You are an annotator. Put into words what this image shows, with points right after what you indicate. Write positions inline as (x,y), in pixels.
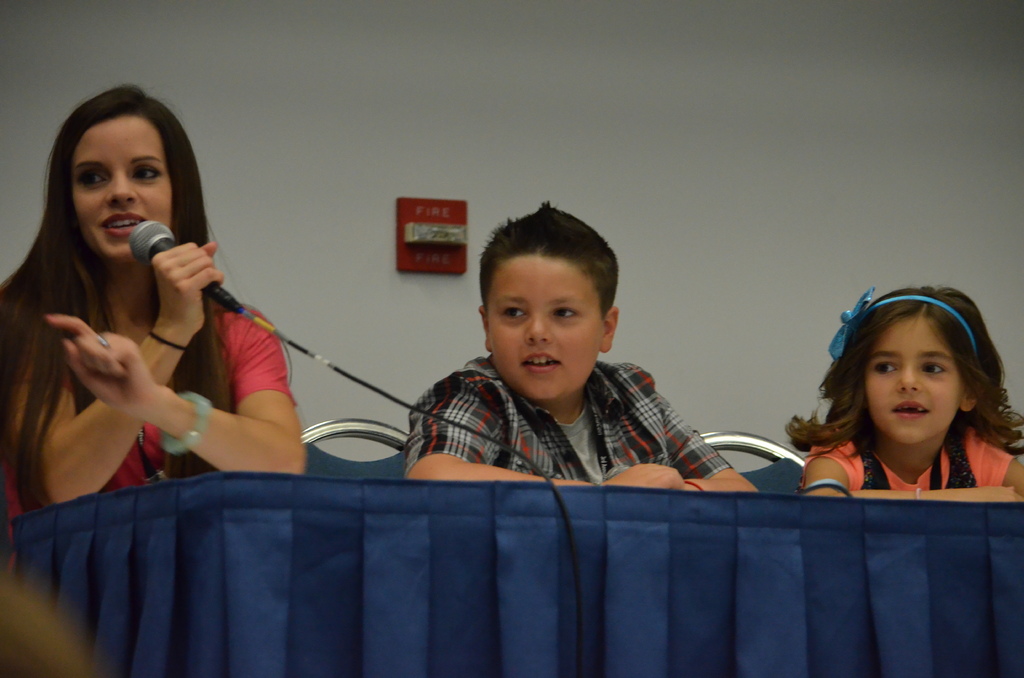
This woman (115,217) is holding a mic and speaking. These two children (597,404) are sitting on chairs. In-front of these people (926,467) there is a table (553,527). Background (380,131) there is wall (372,144).
